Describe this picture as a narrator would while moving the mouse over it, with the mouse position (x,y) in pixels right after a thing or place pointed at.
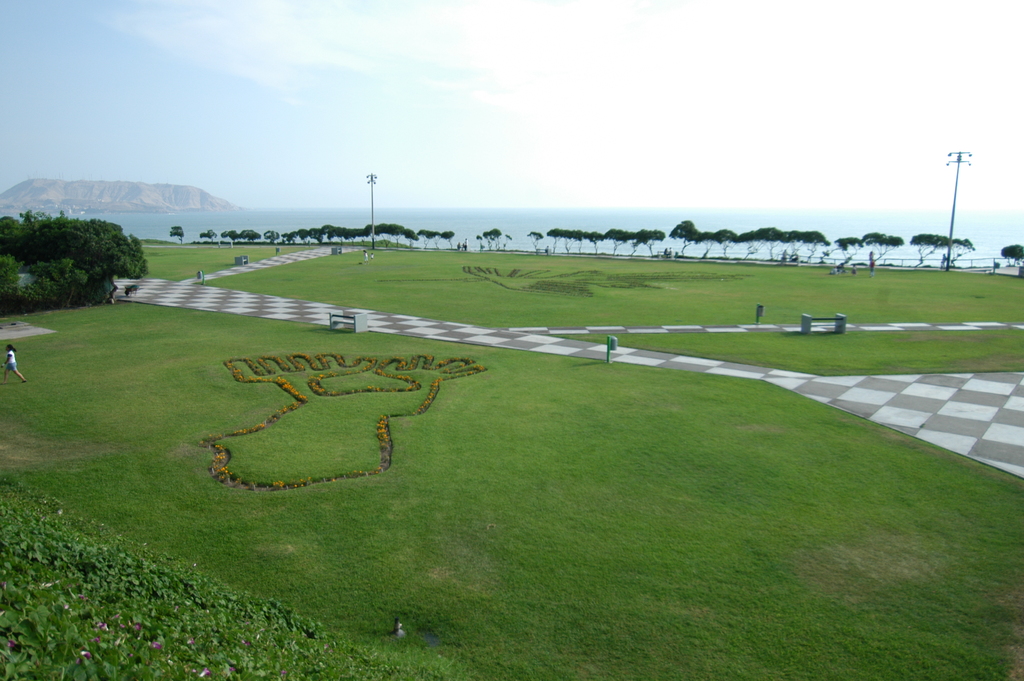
In this image we can see land (469,456) full of grass (500,365). Background (54,270) trees (875,241) are present. Sea (528,219) is there and mountains (131,196) are there.
